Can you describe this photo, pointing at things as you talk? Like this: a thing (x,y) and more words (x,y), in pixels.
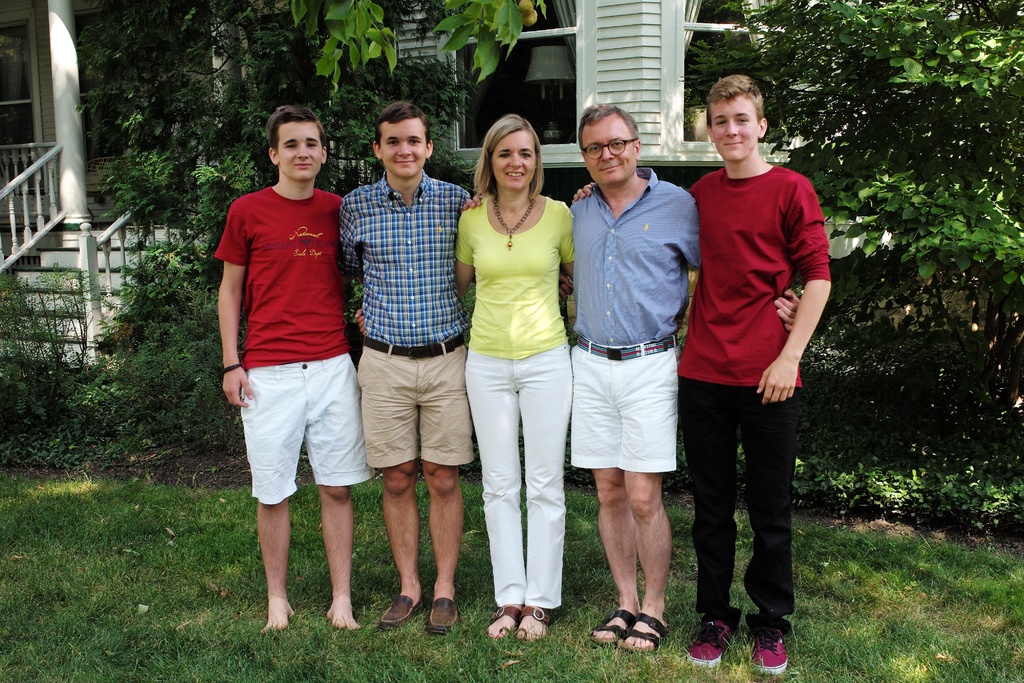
Here we can see five persons (703,373) are standing on the ground (561,648). This is grass (213,577). There are plants (840,472) and trees (232,196). In the background (666,140) we can see a house (655,76).
